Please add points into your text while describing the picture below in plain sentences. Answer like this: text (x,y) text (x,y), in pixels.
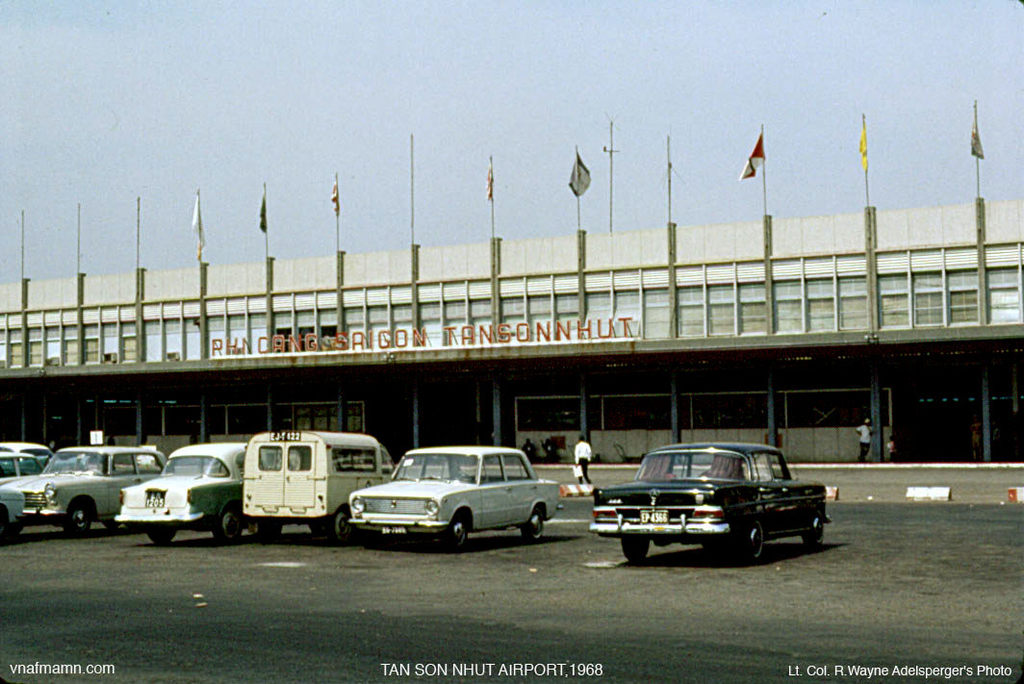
This is the picture of an airport (778,417). In the foreground (466,481) there are vehicles (357,478) on the road (326,619) and there is a person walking on the road (587,507). At the back (642,363) there is a building (722,281) and there is a person (869,432) standing and there are flags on the building (711,238). At the top (351,82) there is sky (323,78). At the bottom (271,662) there is a road (273,612) and there is a text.
